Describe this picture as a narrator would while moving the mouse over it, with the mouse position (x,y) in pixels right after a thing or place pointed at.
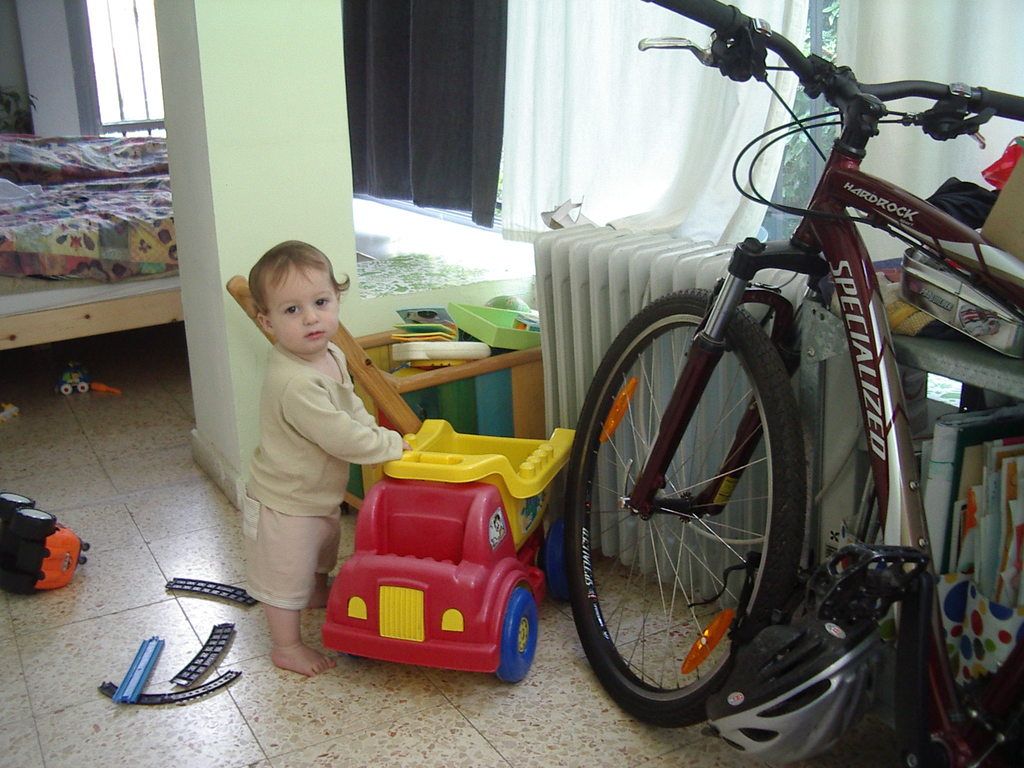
Image a boy (304,261) is standing holding a toy car (454,597) which is in red color. A bicycle (598,427) is kept aside. There are some toys (441,331) beside the boy (360,416). A pillar (328,189) at his back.
